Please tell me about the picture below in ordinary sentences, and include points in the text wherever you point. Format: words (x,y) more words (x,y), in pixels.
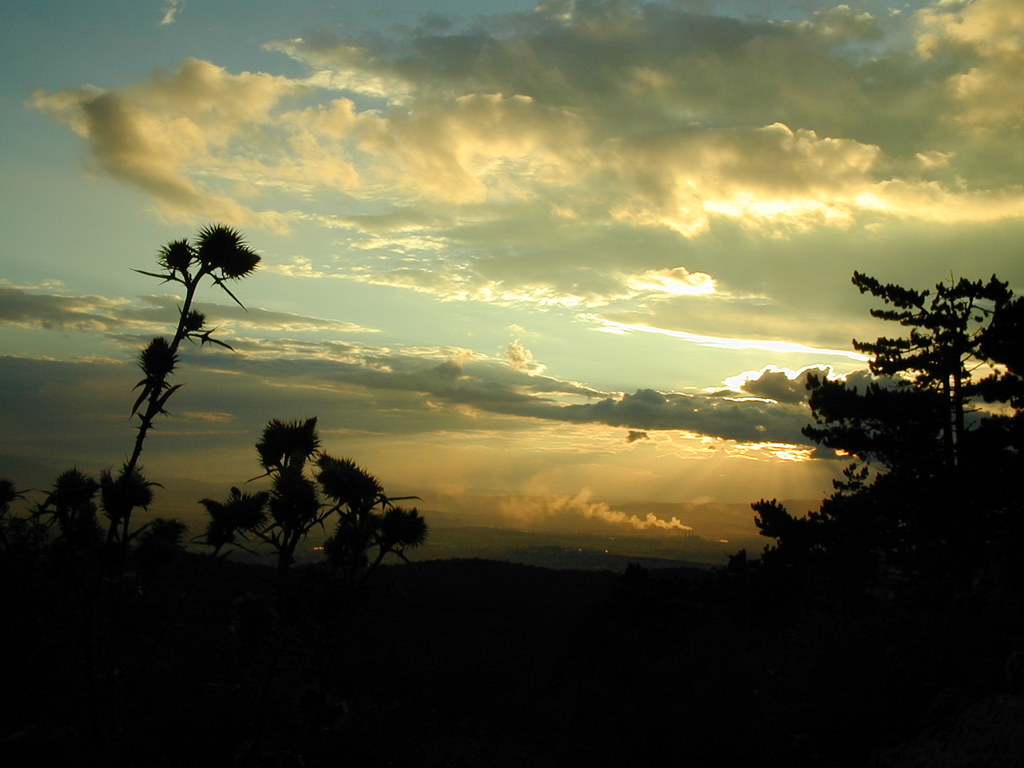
In this image there are some trees (976,506) and mountains (401,681) at the bottom (375,681), and at the top (340,66) there is sky (639,253).
